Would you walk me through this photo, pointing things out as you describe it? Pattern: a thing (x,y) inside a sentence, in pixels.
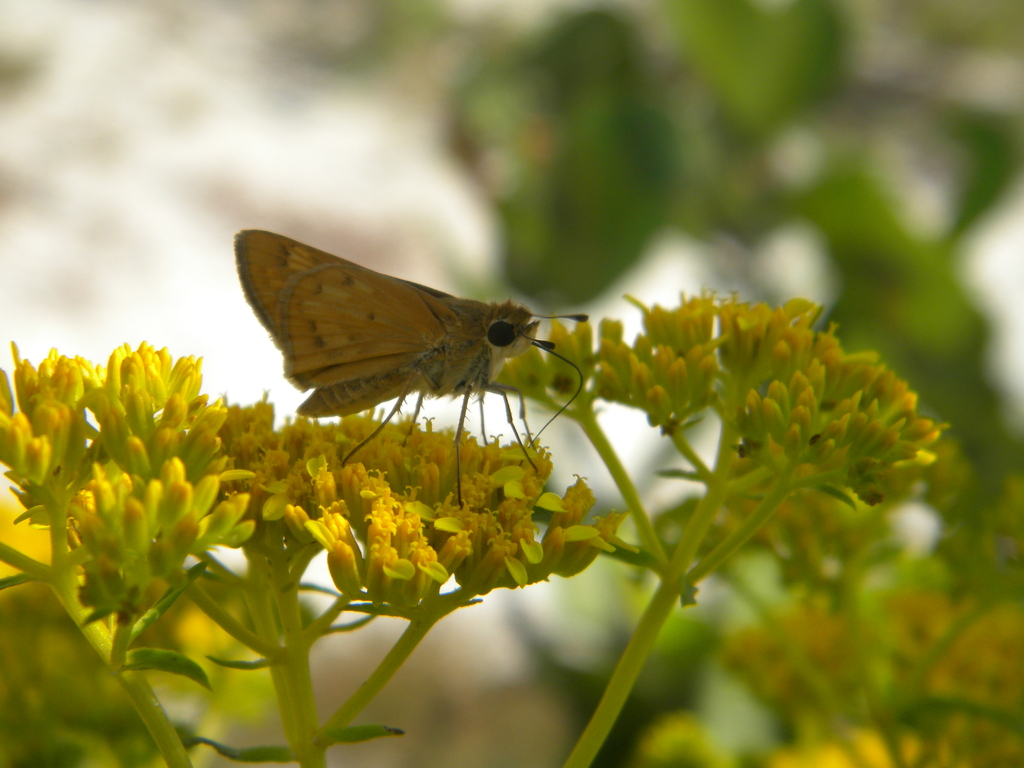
In this picture I can see yellow color flowers (506,583) and a butterfly (479,302) on the flower (483,466). it is yellow in color and looks like trees (578,208) on the back (632,167).
